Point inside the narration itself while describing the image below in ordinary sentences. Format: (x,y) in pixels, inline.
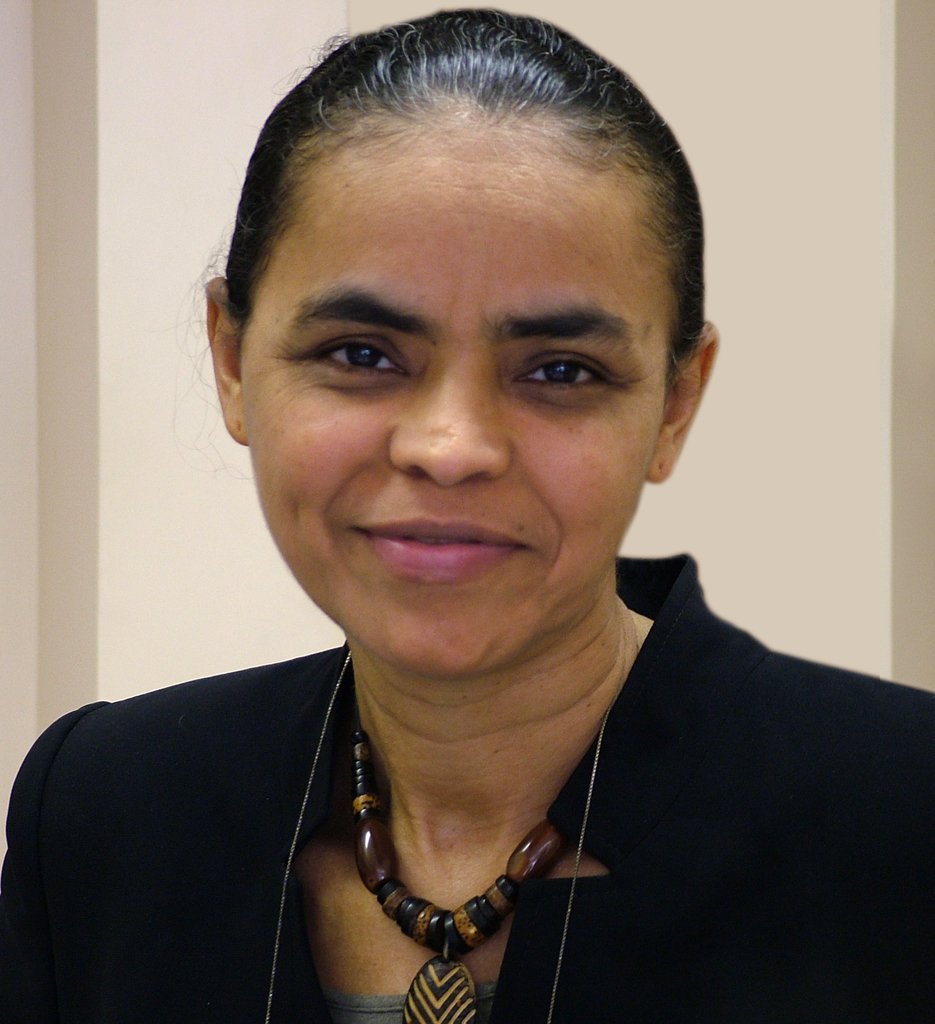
Background (719,177) portion of the picture is in cream color. In this picture we can see a woman (894,1018), wearing a chain (430,926) around her neck (452,813) and she is smiling.
